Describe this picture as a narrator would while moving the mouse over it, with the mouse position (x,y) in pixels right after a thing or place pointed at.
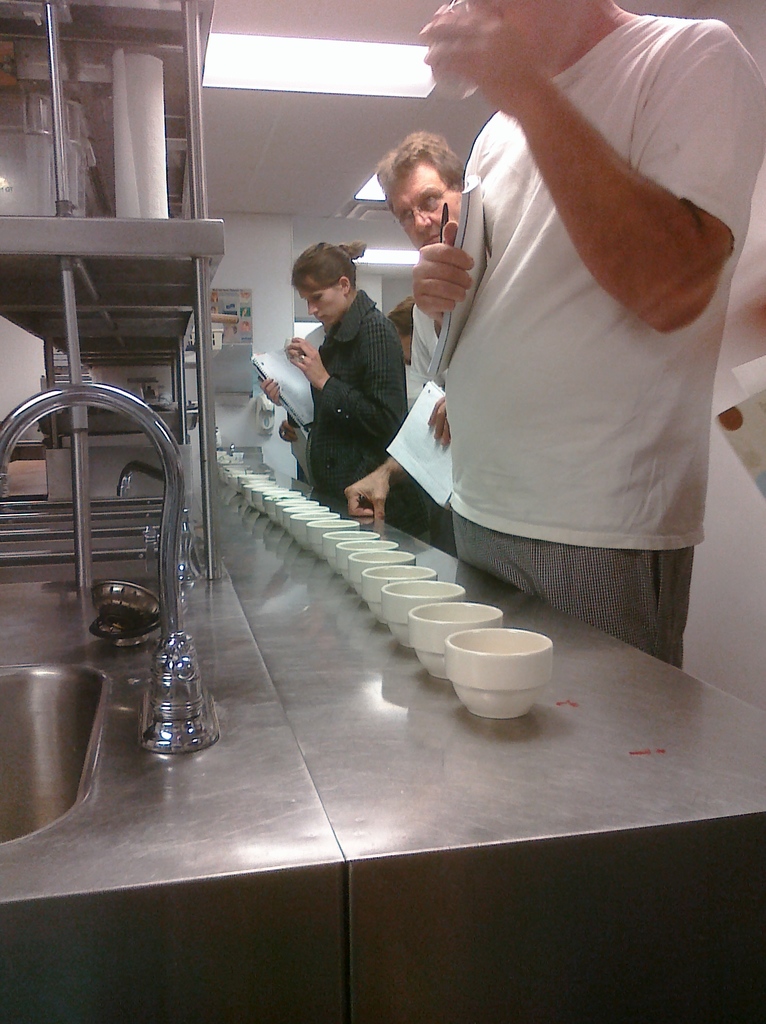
In this picture we can see few bowls (347,539) on the table (540,618). There are few people (483,331) holding books (304,395) in their hands (365,494) and standing. We can see a tap (127,395), sink (46,796), few vessels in the rack (195,131) and some lights (407,260) are visible on top.
